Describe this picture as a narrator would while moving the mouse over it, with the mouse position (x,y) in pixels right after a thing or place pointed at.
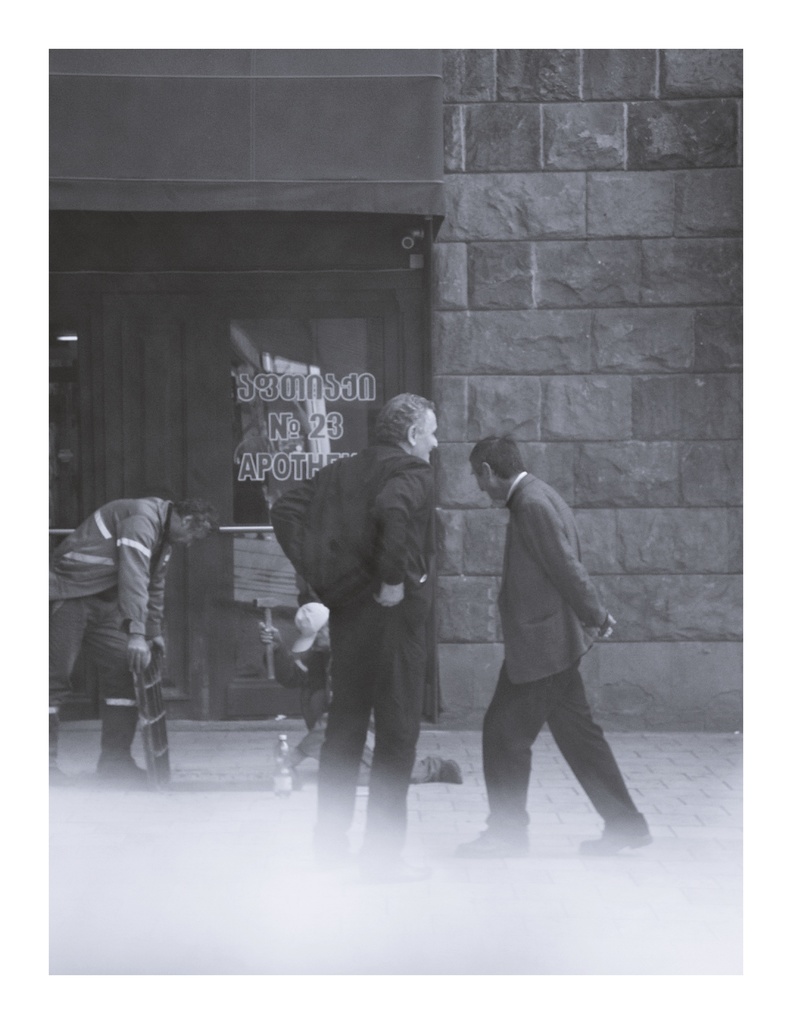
In this image we can see black and white picture of a group of persons (399,527) standing on the ground (575,822). Some persons (112,576) are holding objects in their hands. In the background (671,482), we can see a stone wall (530,170) and a poster (293,450) with some text (291,382).
